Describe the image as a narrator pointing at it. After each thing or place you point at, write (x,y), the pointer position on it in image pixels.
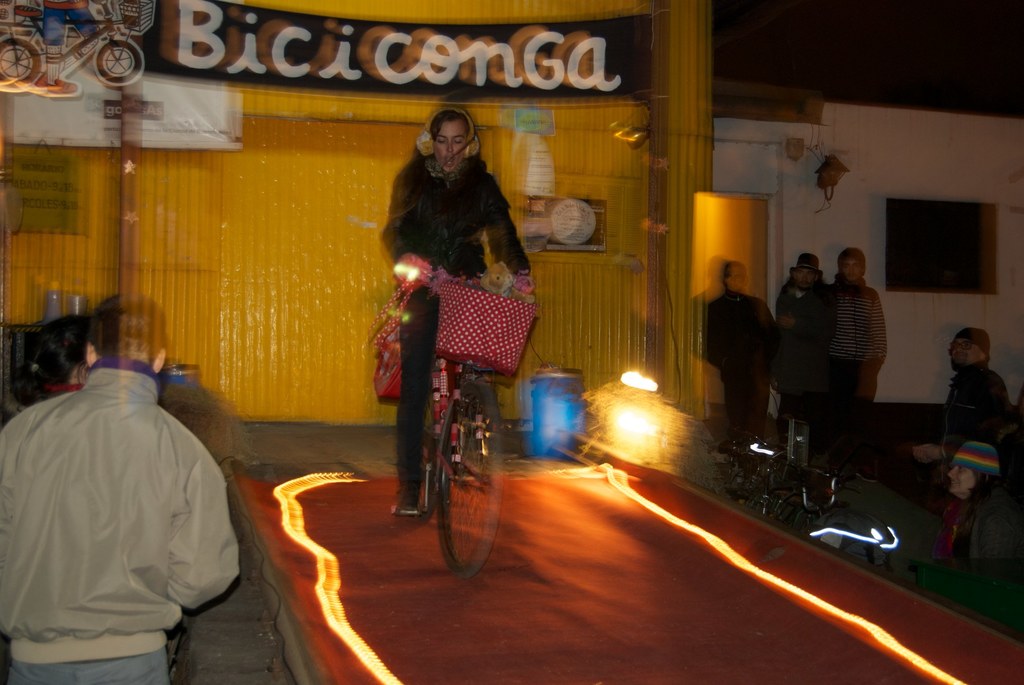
In this image, In the middle (441,339) there is a red color cloth (611,543) and there is a woman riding the bicycle (460,407) and there are some people (808,396) standing and in the background (300,272) there is a yellow color wall (363,277).
